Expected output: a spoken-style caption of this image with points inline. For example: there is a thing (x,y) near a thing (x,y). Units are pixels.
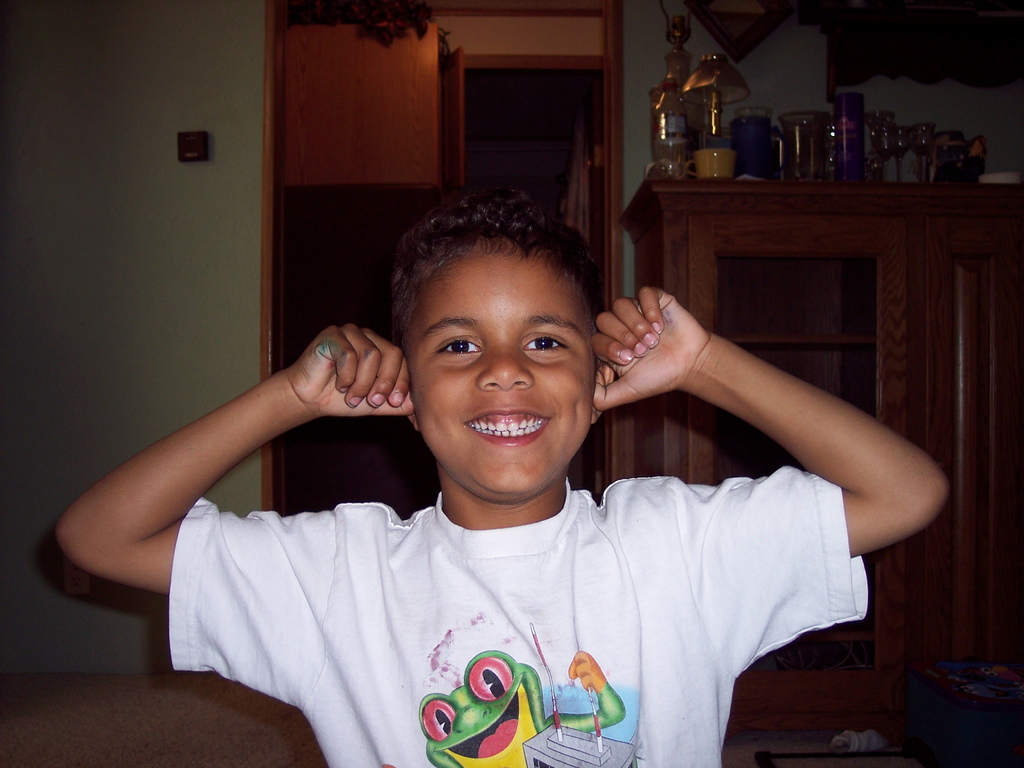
In the middle of the image (577,390) there is a boy (647,601) with white t-shirt (647,601) is smiling. Behind him there is a room (280,334). And at the left side of the image (250,264) there is a wall (246,157). And at the right side of the image (791,177) there is a cupboard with few items (706,104) on it.
